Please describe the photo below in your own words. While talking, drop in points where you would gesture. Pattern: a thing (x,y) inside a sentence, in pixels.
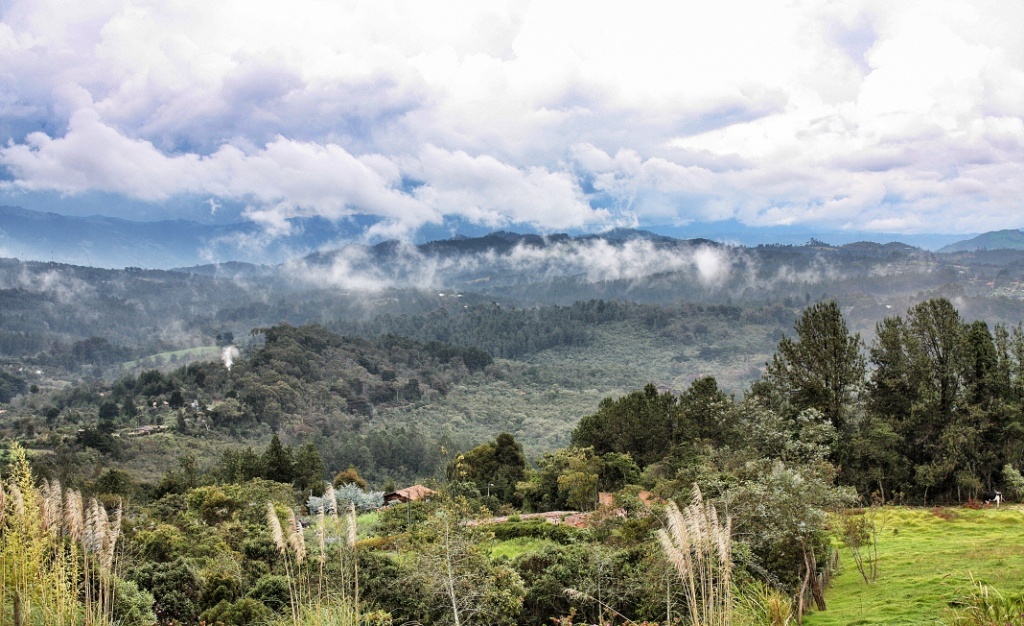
In this image we can see there are trees (773,537), plants (861,568), grass (918,569), mountains (725,322) and sky (168,136) with clouds (775,74).
